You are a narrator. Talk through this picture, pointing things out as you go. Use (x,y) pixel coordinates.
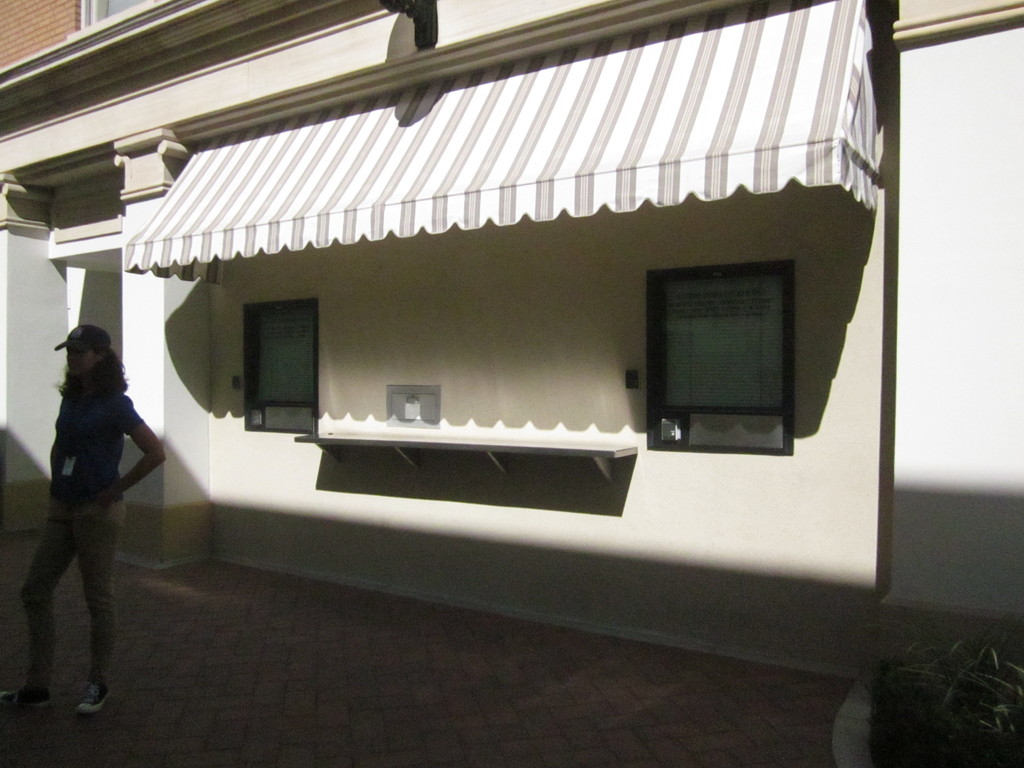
In this image we can see a woman (96,457) standing and wearing a cap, behind her there is a building (221,305) with windows (657,283).
